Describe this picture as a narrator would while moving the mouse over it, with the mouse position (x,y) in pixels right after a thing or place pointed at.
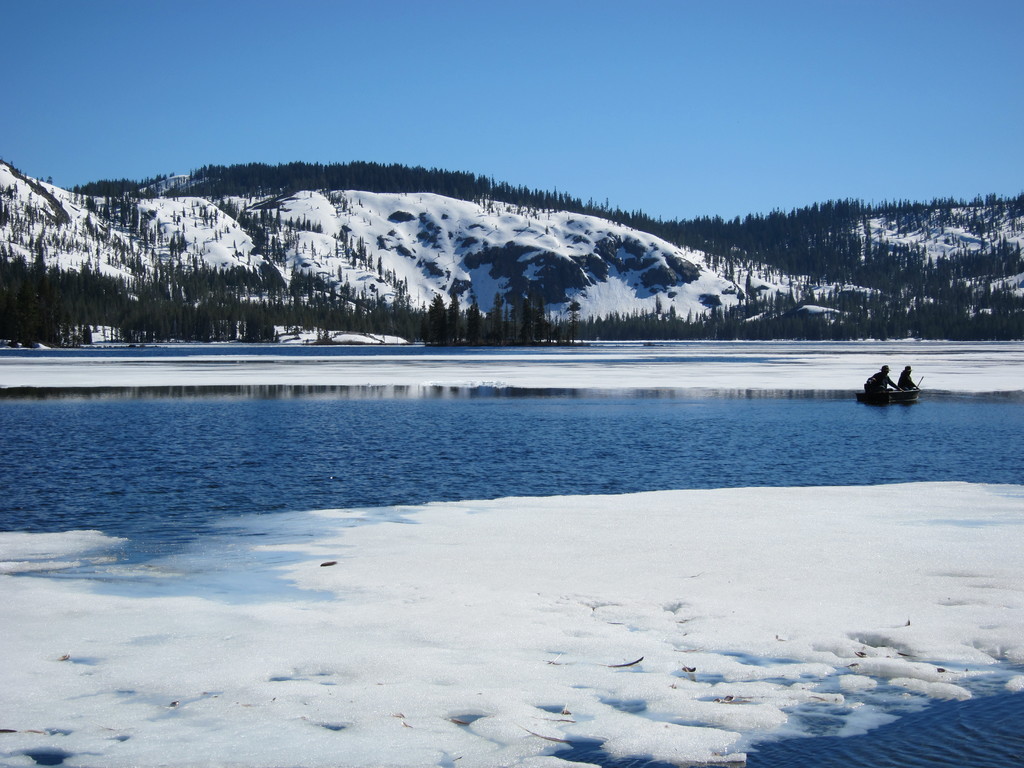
In this image at the bottom (179,558) there is a pond (622,403) and snow (130,608), on the right side of the image (907,389) there is one boat (896,396). In the boat (882,397) there are two people (893,382) sitting, and in the background (902,285) there are mountains (323,261), trees (541,333) and snow (190,235) and at the top (651,112) there is sky (557,126).
